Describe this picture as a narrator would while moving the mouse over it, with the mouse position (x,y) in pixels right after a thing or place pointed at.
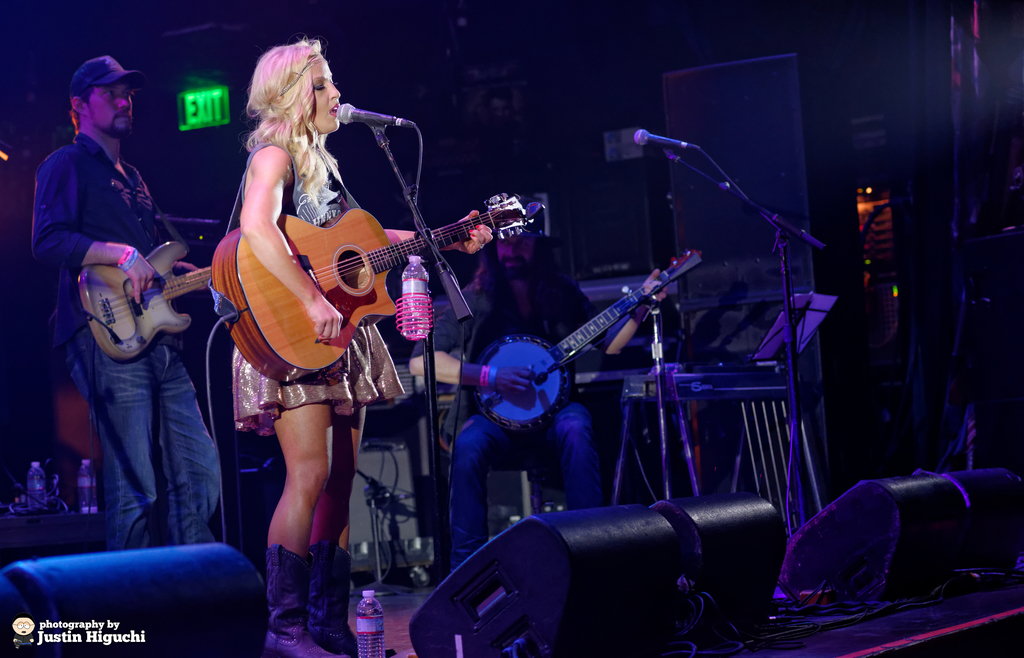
In this image on the left side (322,389) there is one woman (299,517) who is standing and she is holding a guitar (352,286). In front of her there is one mike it seems that she is singing. On the left side (118,200) there is one person (137,246) who is holding a guitar (134,302) and he is wearing a cap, in the middle of the image (526,285) there is one person (522,272) who is sitting and he is holding a banjo (535,383), and on the right side of the image (788,350) there is one mike (790,346) and in the bottom of the image (381,615) there is one bottle (365,618) and stage (393,615) and some speakers (772,559) are there on the bottom of the image (514,584). On the left side (86,481) there are two bottles (41,487).
